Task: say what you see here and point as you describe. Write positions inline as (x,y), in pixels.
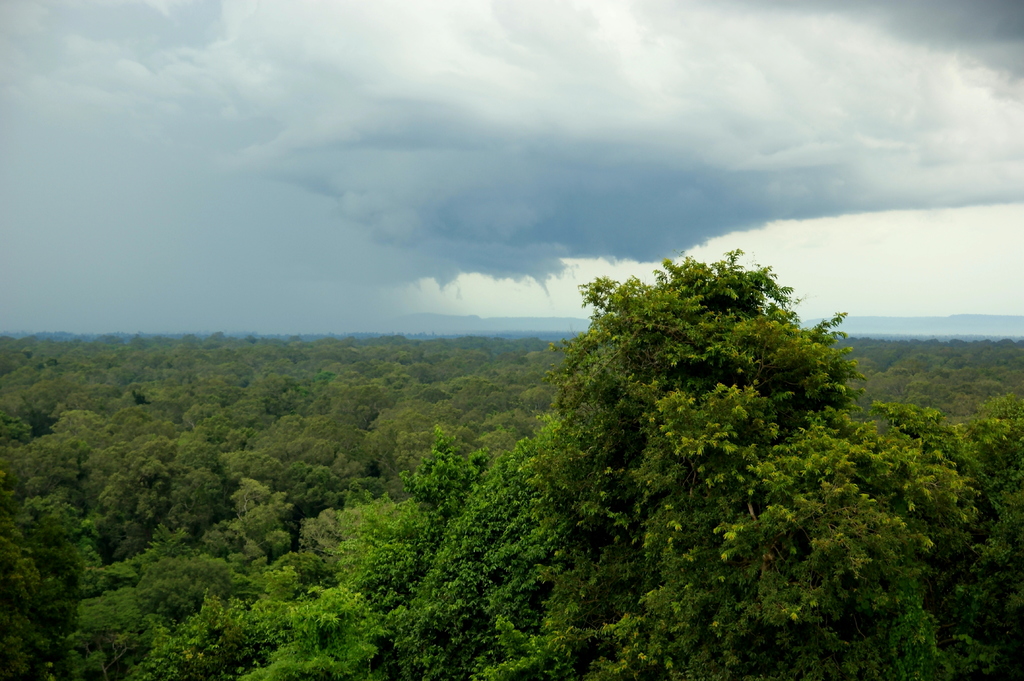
This is an aerial view. In this picture we can see the trees (924,425) and clouds (457,257) are present in the sky (509,292).
